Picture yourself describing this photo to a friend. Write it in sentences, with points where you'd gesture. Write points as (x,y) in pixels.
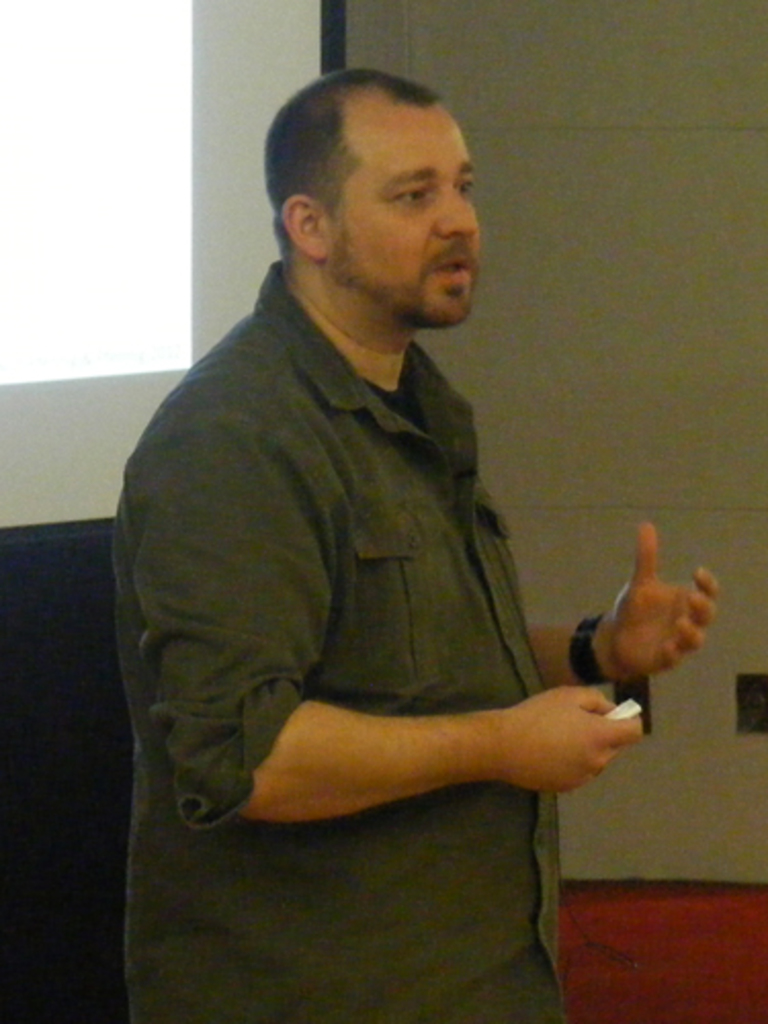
In this image we can see a man (416,814) holding an object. In the background (622,546) we can see wall (588,504) and other objects (17,82).
